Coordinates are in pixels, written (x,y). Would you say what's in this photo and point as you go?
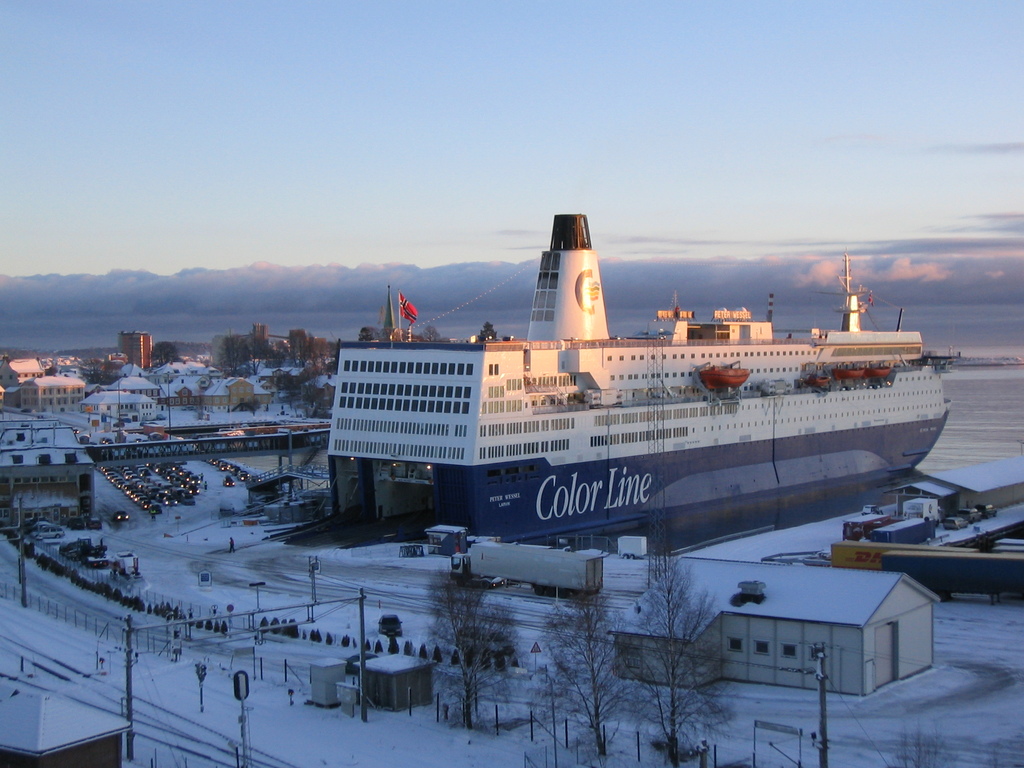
In the image we can see a ship (658,469) in the water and there is a flag (408,304). Here we can see vehicles (150,472) and buildings (33,385) around. We can even see train track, poles (364,717) and electric wires (755,666). Here we can see trees (491,644) and a cloudy sky (355,242). Everywhere we can see snow (562,715), white in color.
